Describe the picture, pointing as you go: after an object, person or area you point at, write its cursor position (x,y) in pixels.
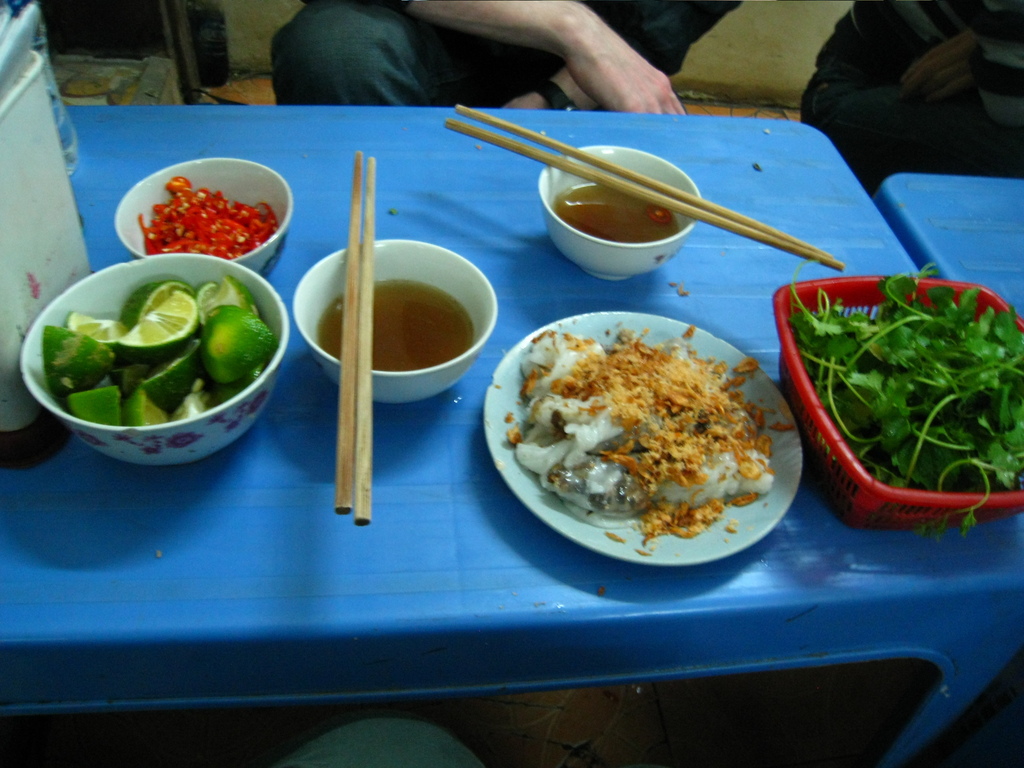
In this image there are tables (982,547) and on top of the table (982,584) there are food items (558,412) in a bowl (253,384). There are chopsticks (762,227). Beside the table (802,192) there are people (848,54).
